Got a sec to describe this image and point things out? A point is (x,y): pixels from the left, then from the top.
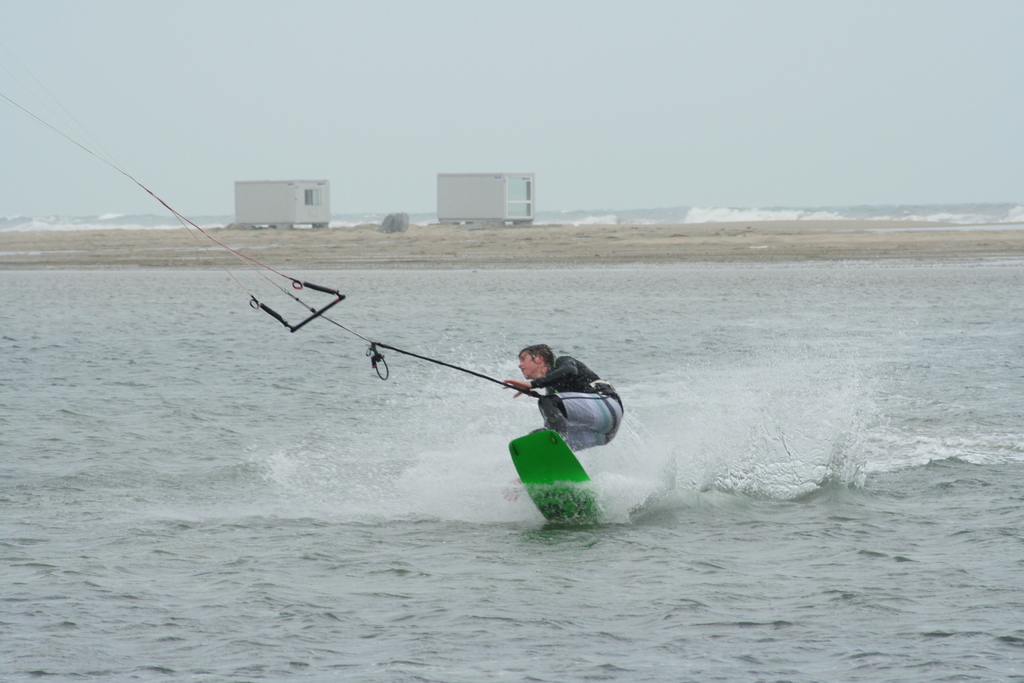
In this image, we can see a person (599,426) surfing on the water (583,561) and holding a rope (532,394) with his hand (512,386). There are containers (280,204) in the middle of the image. There is a sky (345,191) at the top of the image (512,22).
